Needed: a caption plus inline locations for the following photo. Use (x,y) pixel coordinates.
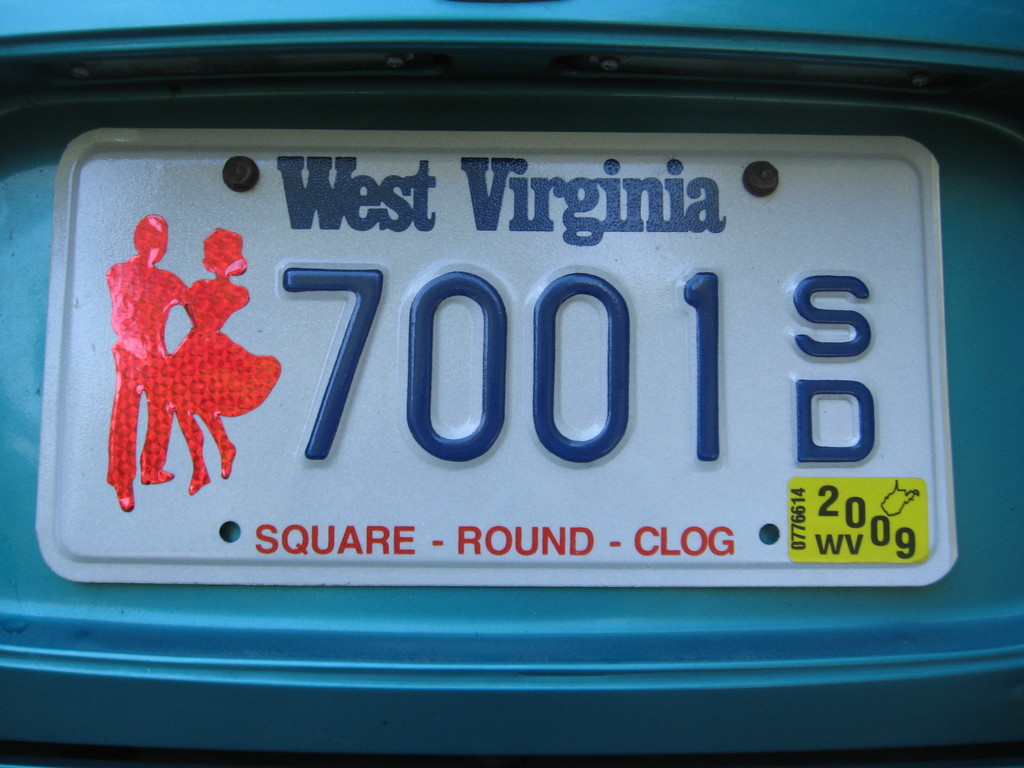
There is a number plate (621,427) of a vehicle (421,423) as we can see in the middle of this image (365,430).
